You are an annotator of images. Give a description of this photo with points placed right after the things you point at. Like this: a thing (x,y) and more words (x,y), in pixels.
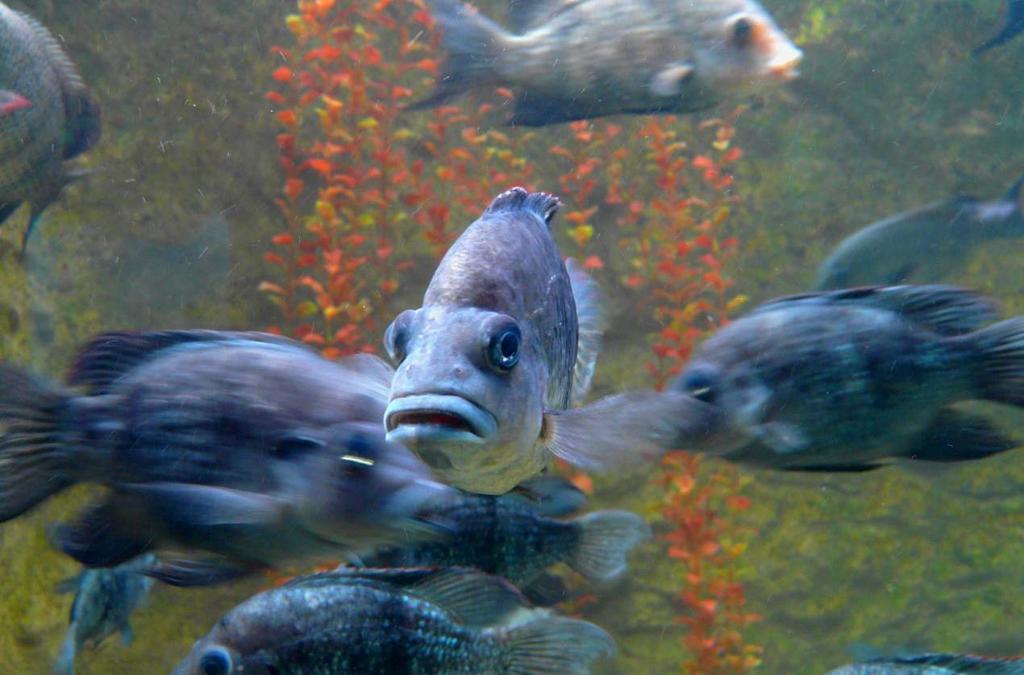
In this image I can see a shoal of fish (452,431) in the water (853,537) and submarine plants (701,288). This image is taken may be in the sea (756,209).
